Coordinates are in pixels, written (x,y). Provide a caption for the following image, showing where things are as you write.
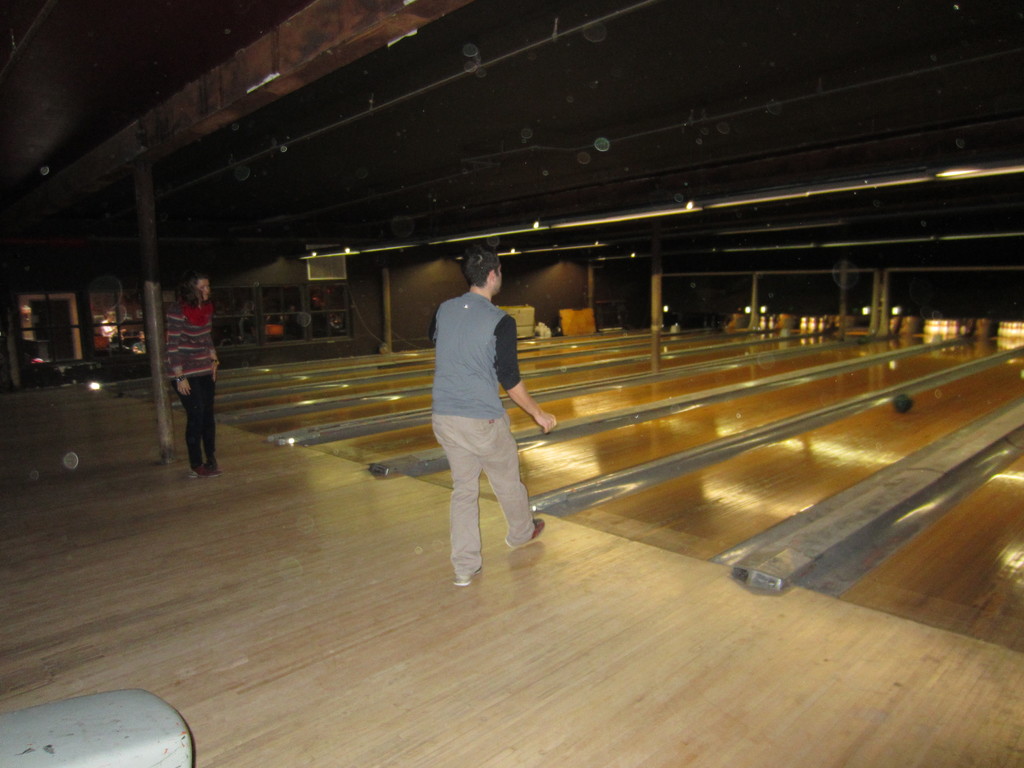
In this image in the center (495,424) there are two persons (470,377) who are standing and one person (501,444) is playing something, and on the top of the image (246,143) there is ceiling (514,107) and some pillars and poles (153,354). In the background (67,331) there are some doors (42,326) and lights (108,331), at the bottom (574,646) there is a floor (627,653).
